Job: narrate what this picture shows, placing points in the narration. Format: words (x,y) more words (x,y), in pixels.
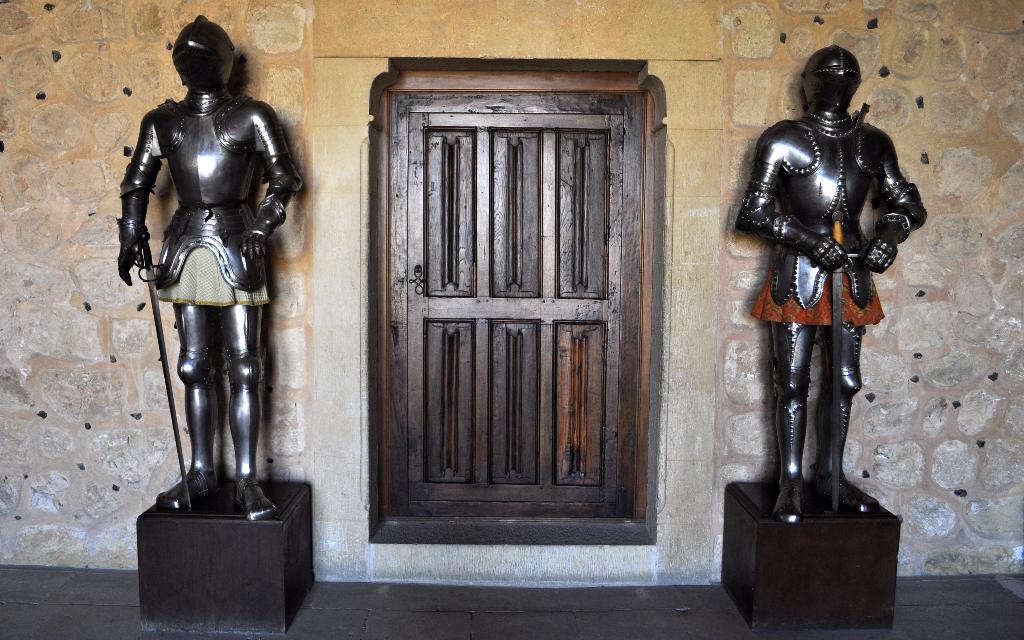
In this image there are two statues (181,291) holding swords (147,272) in their hands (124,277). Background (458,293) there is a door (423,358) to the wall (164,314).
